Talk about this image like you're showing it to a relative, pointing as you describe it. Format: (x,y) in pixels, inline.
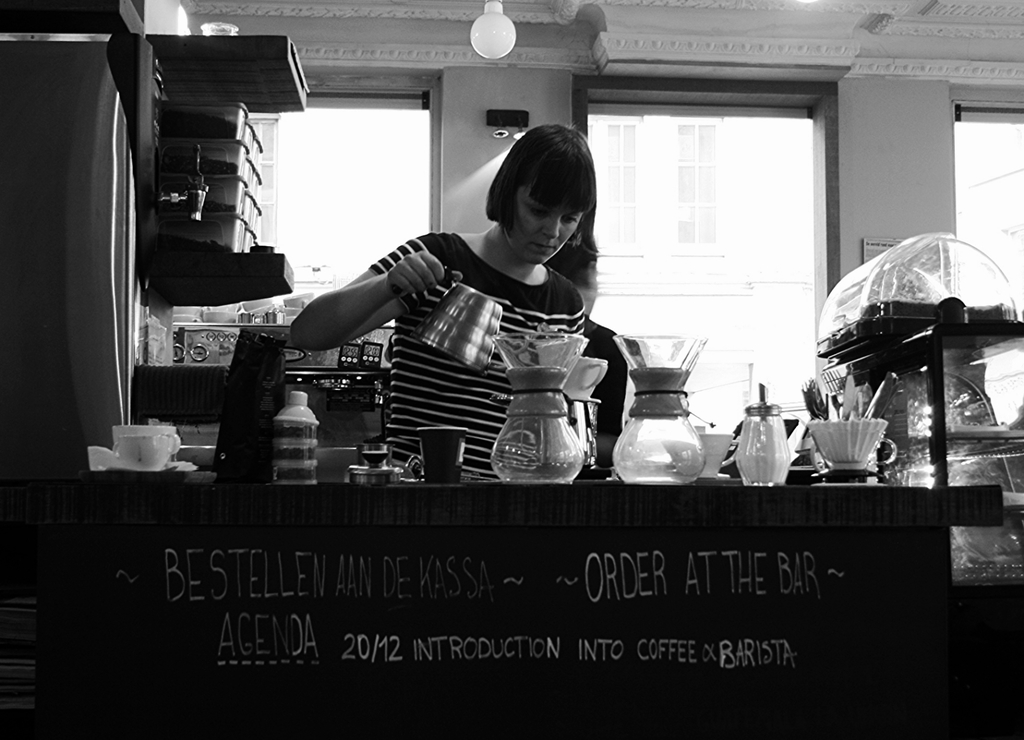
In this image we can see two persons (507,258), one of them is holding an object (482,321), in front of her there is a table (695,638), on that there are some jugs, cups (175,448), jars (771,435), and some other objects (837,436), we can also see some text (748,570) written on the table (712,630). We can see some boxes (211,206) on the racks (205,266), there are some lights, walls (942,199), and windows (645,193), also we can see some boxes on the racks (193,269).
